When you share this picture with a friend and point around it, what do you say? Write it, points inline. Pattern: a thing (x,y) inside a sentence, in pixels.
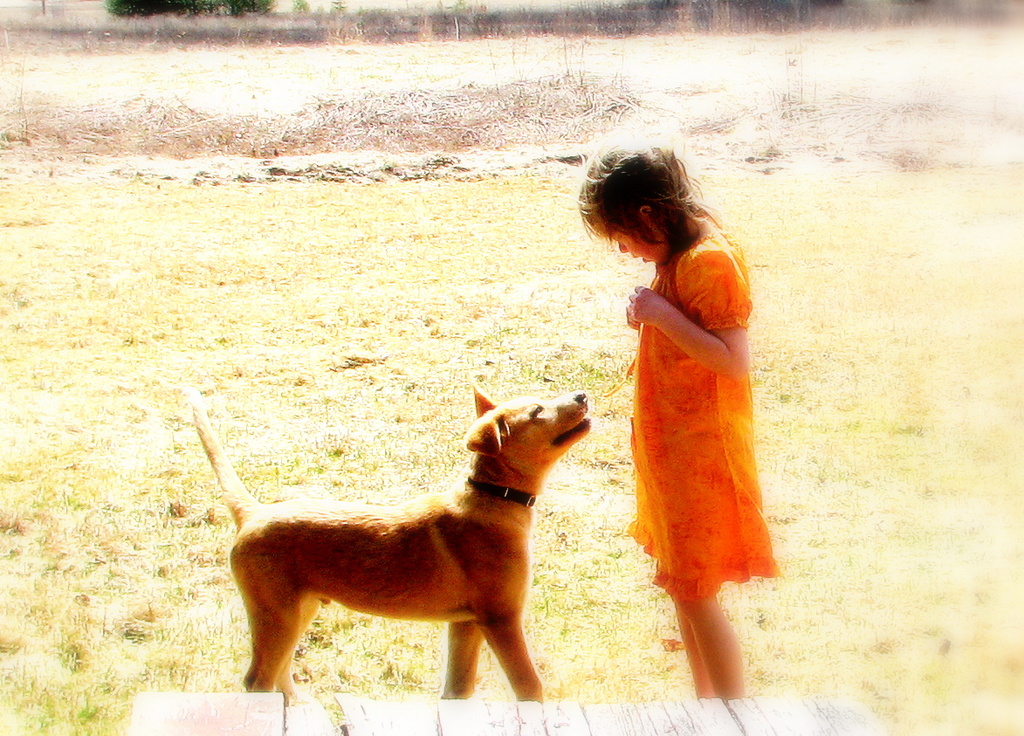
This image is clicked in a open space (862,123). To the right (724,413), there is a girl (733,502), she is wearing a orange dress (673,396). In front of her, there is a brown dog (412,592), and a black belt (523,494) is tied to its neck (510,503). At the bottom (394,723), there is a bench (410,706) made up of wood (330,729). In the background (400,97), there is brown grass (451,109) which is dried.
